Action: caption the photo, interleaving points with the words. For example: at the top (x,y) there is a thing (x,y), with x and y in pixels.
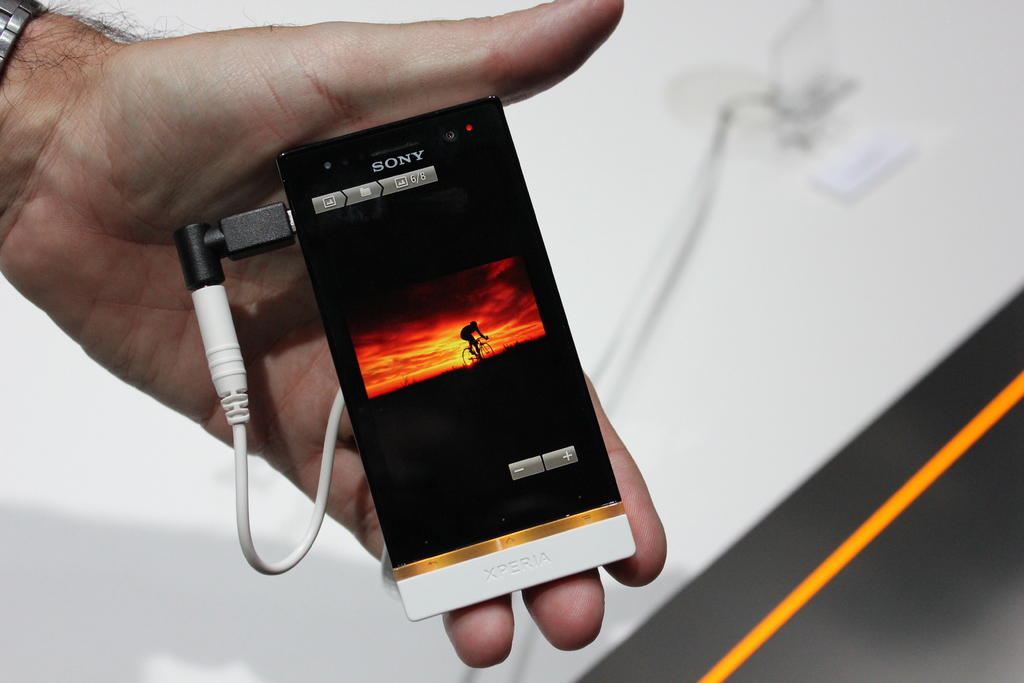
We can see a person's hand (127,129) with a chain of a watch (21,22). Inside his hand (15,60) there is a phone (413,314) with a USB cable (199,289). On the screen of the phone (431,352) we can see a person (469,338) riding a cycle (465,353). In the background (739,198) it is blurred.
